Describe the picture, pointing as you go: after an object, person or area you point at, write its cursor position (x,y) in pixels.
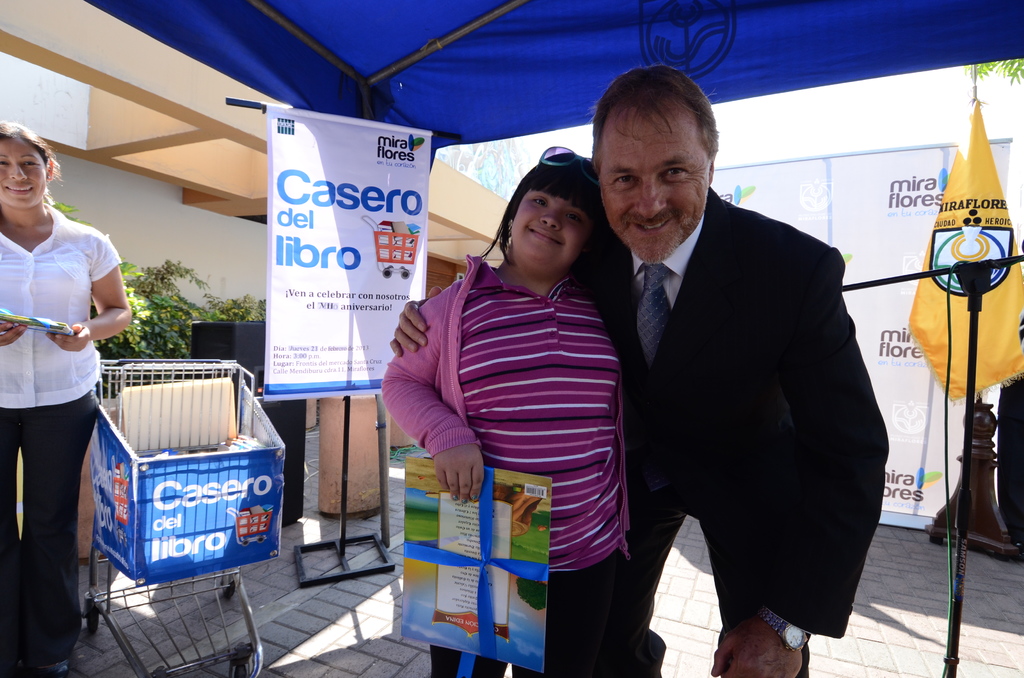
In the center of the image (533,360) we can see a girl (531,384) is standing and holding an object (459,563) and a man (705,445) is standing. At the top of the image (760,46) tent (772,38) is there. In the background of the image (856,230) we can see boards (893,287), rods (1009,263) are there. On the left side of the image (70,292) a lady (45,366) is standing and holding an object (29,326) and trolley (156,485), speaker (262,367), plant (214,299), wall (138,213) are there. At the bottom of the image (859,666) ground (325,642) is there.
